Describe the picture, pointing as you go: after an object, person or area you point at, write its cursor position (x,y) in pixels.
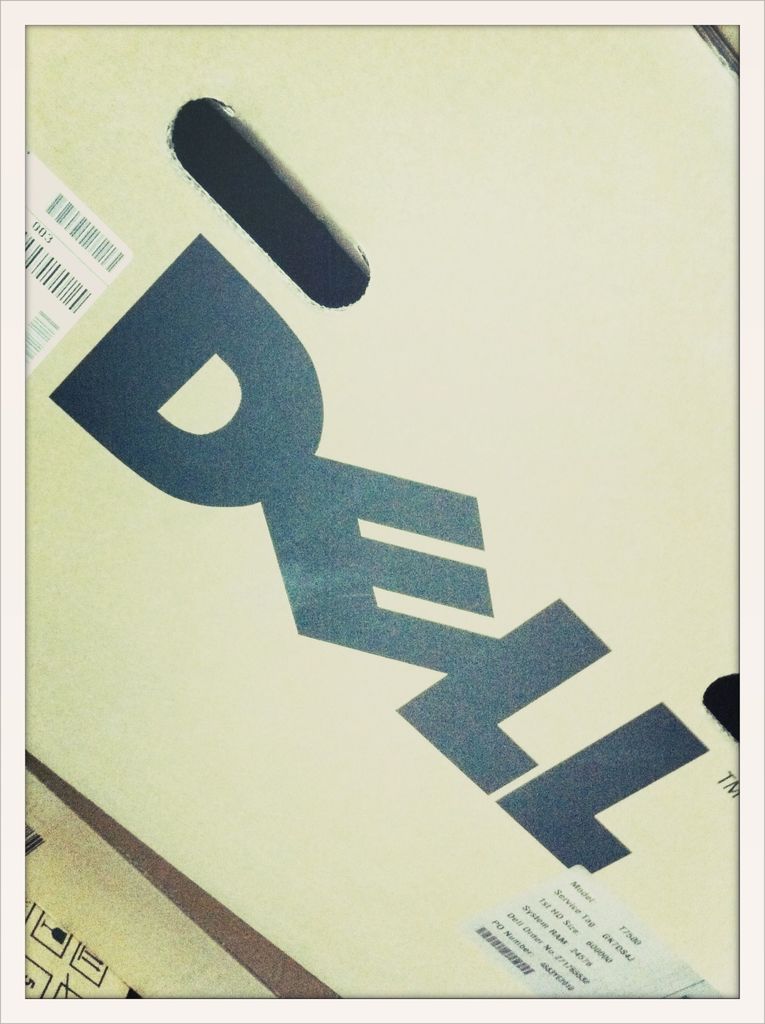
In this picture we can see cardboard sheets (173,791) with symbols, text (259,452), stickers (624,900) on it.
